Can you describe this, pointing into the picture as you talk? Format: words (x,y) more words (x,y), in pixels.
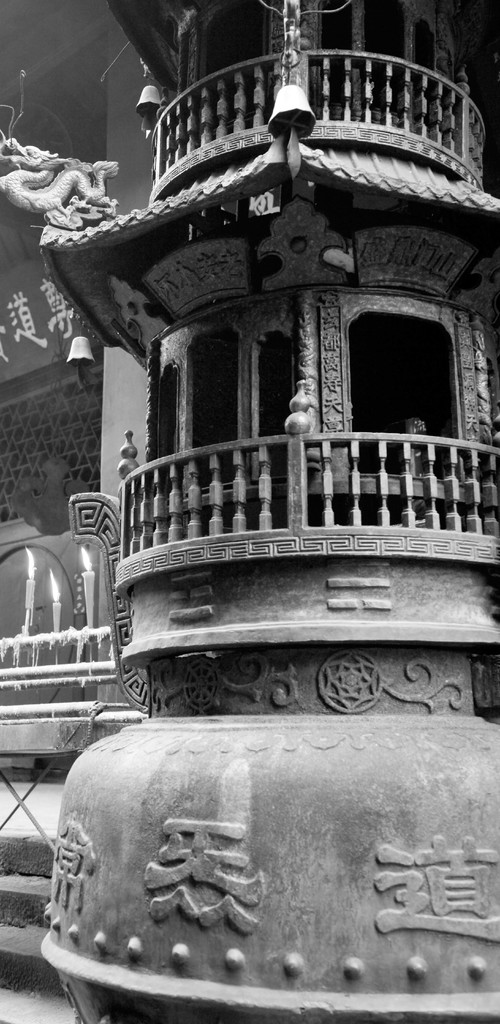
There is an architecture (257,385) on the right side of the image (350,479) and there are candles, pipes (38,711) and net wall (70,468) on the left side (32,712).
